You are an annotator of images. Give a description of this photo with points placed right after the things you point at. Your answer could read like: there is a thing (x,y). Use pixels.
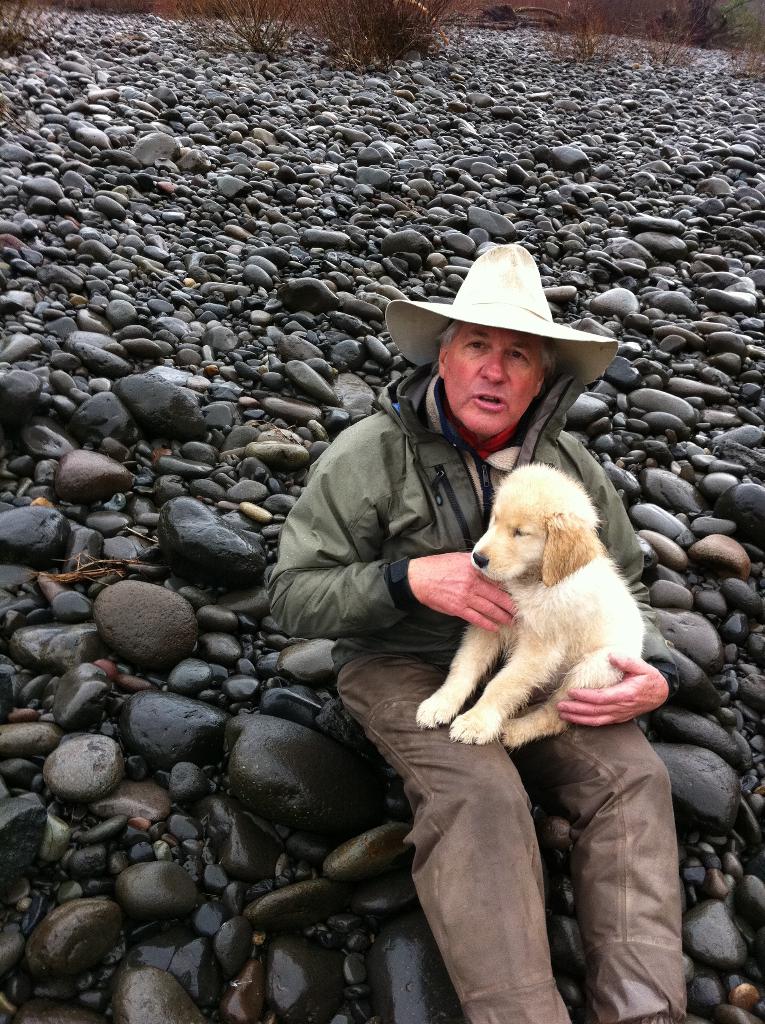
The person (404,517) is sitting on black stones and holding a dog (548,603) in his hand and there are black stones (441,160) behind him.
